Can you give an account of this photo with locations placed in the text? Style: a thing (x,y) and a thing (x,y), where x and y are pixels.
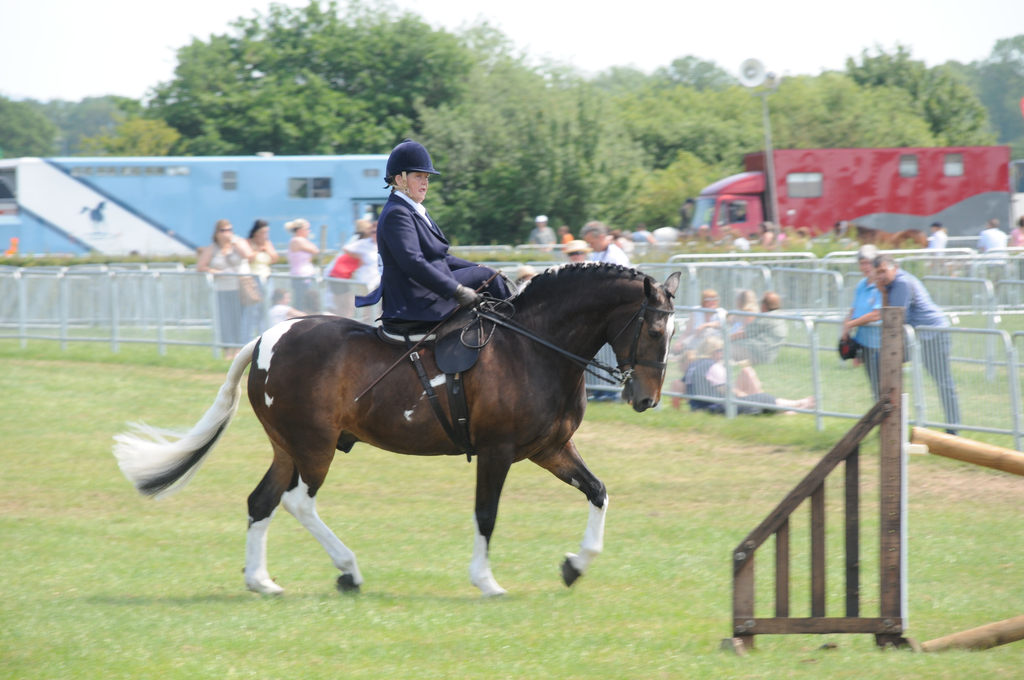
In this picture there is a person (417,200) riding the horse (534,364). It is in brown in color. The person (405,195) on the horse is wearing a blue jacket (421,268) and a blue helmet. Towards the right (899,446) there is a wooden object (820,521). Behind the horse (648,329) there are hand-grill (708,285). In between them there are people (297,268). In the background (531,151) there are trucks (791,167), trees (607,163) and a sky (580,31).
